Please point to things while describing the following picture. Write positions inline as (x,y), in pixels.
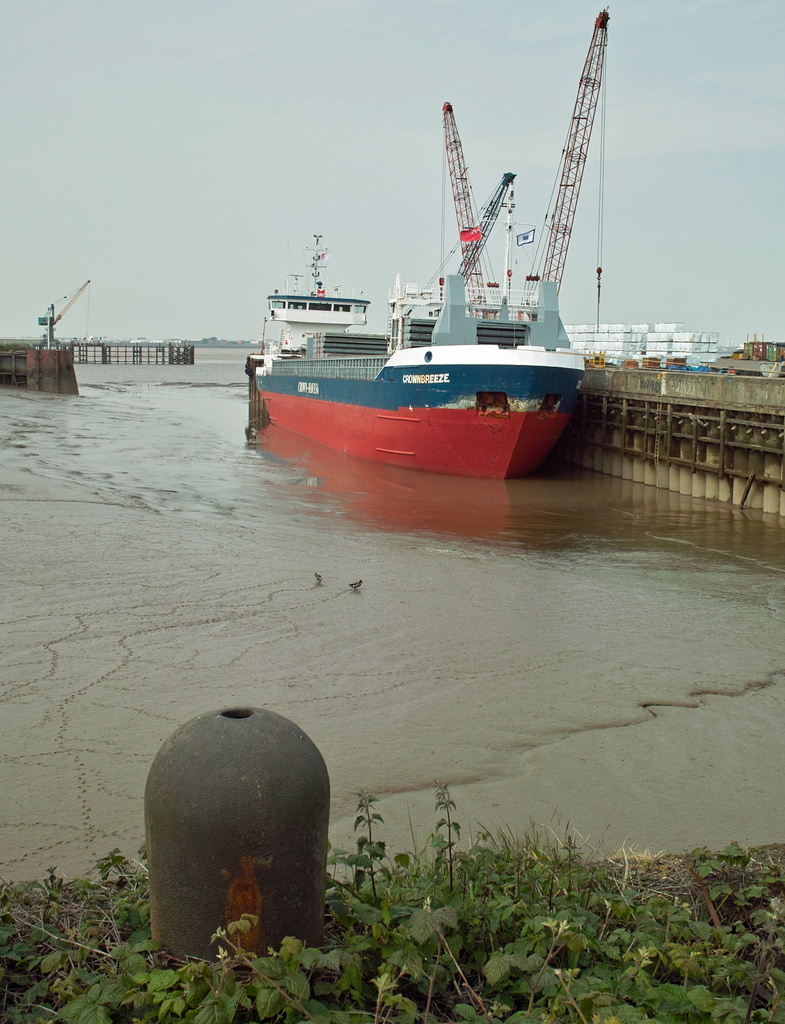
In this image we can see some plants (76,941), black color thing (231,841), there is some water (213,447) and in the background of the image (64,361) there is ship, cranes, bridge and top of the image (378,129) there is clear sky (286,219).
